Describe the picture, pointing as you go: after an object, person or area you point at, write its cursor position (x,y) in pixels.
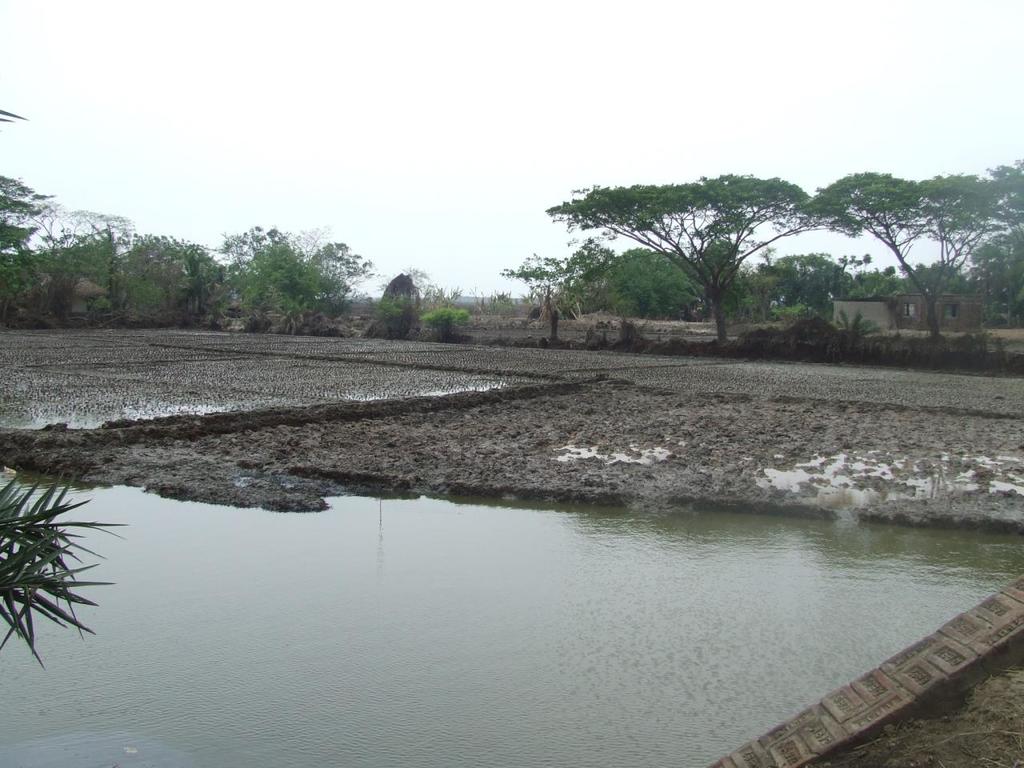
This image consists of water (364,623) at the bottom (379,625). There are trees (85,245) in the middle (580,283). There is sky (326,72) at the top (517,54). There is mud (370,392) in the middle (506,320).
